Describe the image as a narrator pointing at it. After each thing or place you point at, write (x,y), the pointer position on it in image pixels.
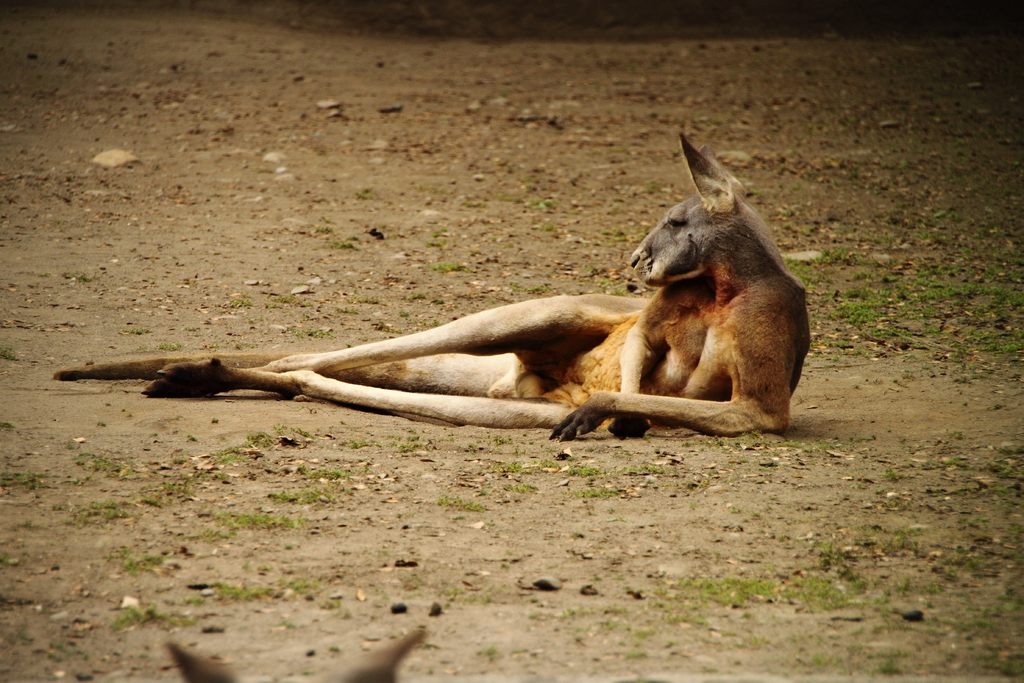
In this picture we can see an animal (662,392) on the ground (350,489).
